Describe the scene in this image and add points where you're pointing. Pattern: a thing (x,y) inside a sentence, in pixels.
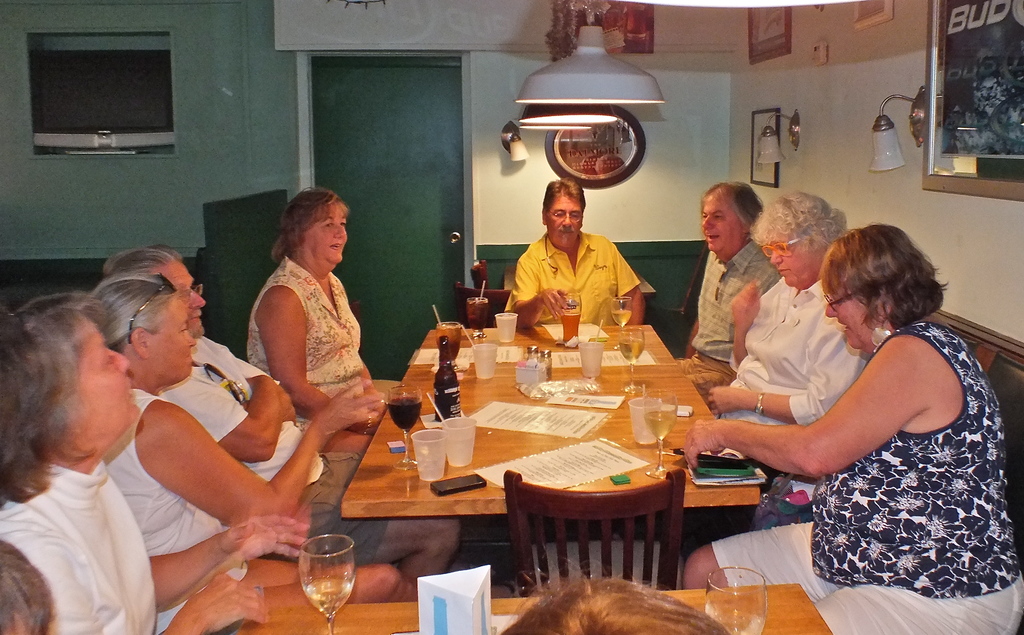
In this image I can see number of people (6,616) are sitting on chairs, here on these tables (422,503) I can see few glasses (514,313), a bottle (447,342) and few papers (537,465). In the background (889,142) I can see few frames (996,120), few lights (893,135) on these walls (786,80).
